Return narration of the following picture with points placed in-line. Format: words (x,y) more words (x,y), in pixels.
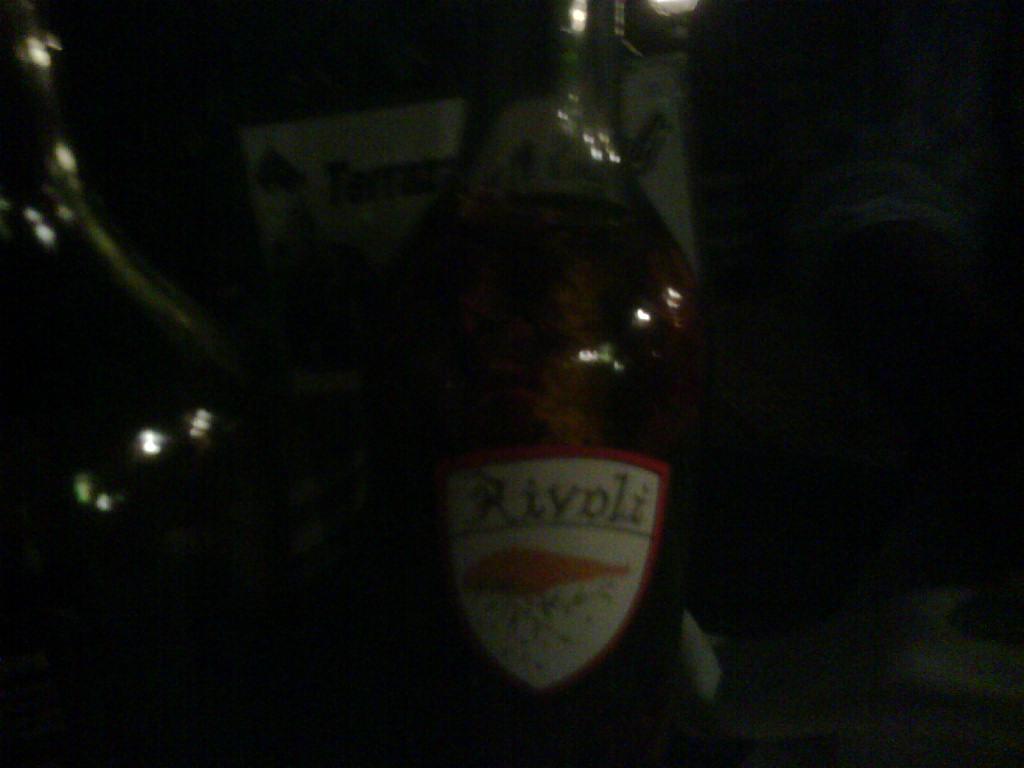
There is a bottle (568,337). The bottle (675,638) has a sticker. Beside to the bottle (524,380) we have another bottle (128,327).
